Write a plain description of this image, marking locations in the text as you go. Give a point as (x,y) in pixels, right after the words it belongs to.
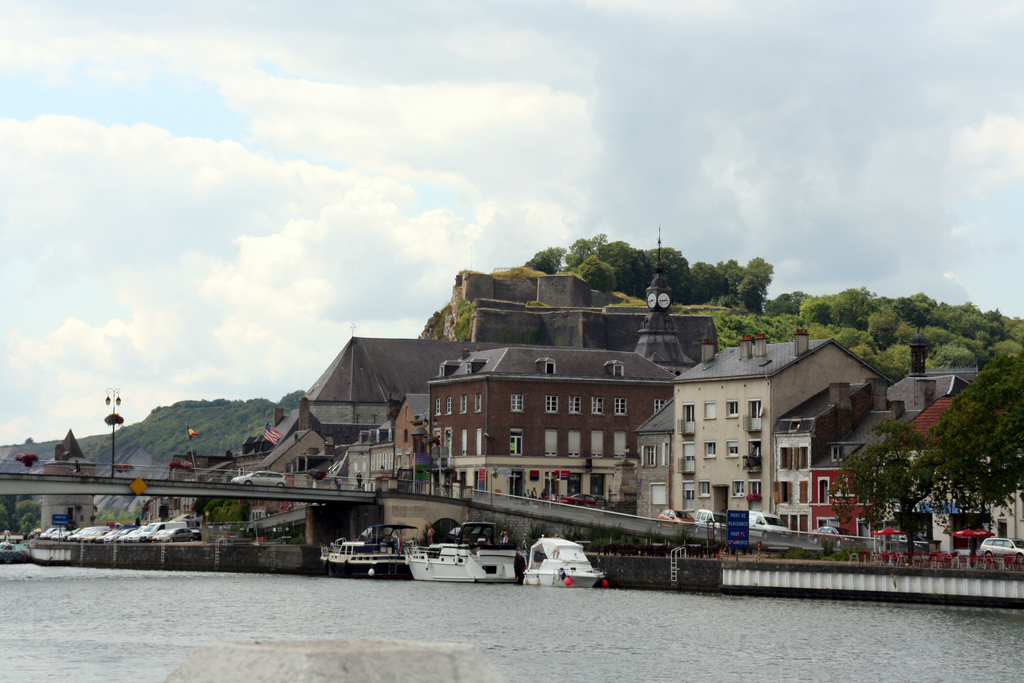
In this image we can see houses (500,457), cars (1004,538), trees (720,320). At the bottom of the image (428,635) there is water (477,634). There are ships (371,554). At the top of the image (486,121) there is sky (462,119).
